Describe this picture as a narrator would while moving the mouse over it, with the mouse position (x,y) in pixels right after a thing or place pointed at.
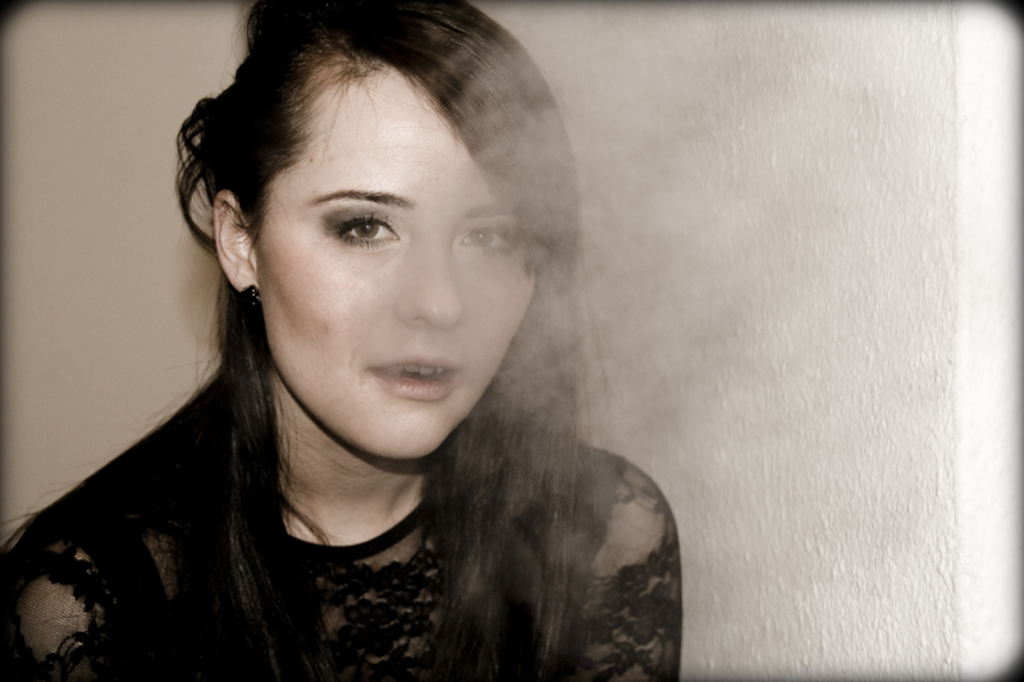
On the left side (334,350), there is a woman (505,209) in a black color dress (174,576), releasing smoke (684,139) from her mouth (432,372). In the background (592,96), there is a white wall (138,37).
